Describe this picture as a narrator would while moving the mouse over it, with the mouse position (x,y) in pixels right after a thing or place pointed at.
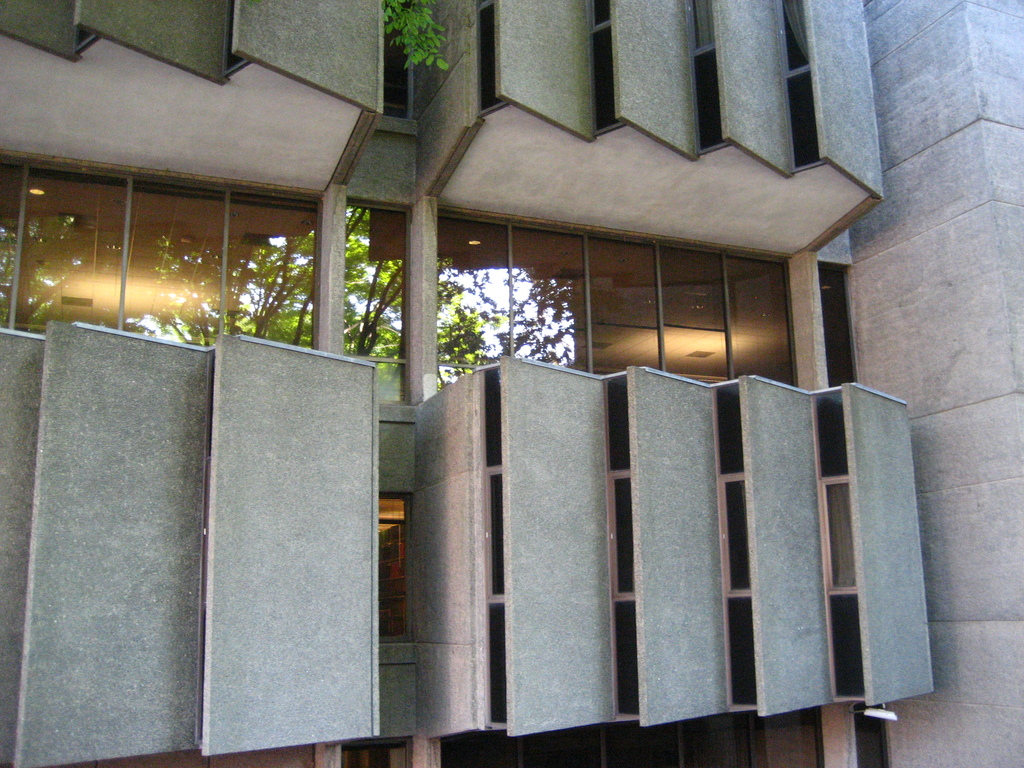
In the picture we can see a building wall (755,616) and some part of it we can see a glass (838,382) and on it we can see a image of trees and beside also we can see some building wall (940,345).
